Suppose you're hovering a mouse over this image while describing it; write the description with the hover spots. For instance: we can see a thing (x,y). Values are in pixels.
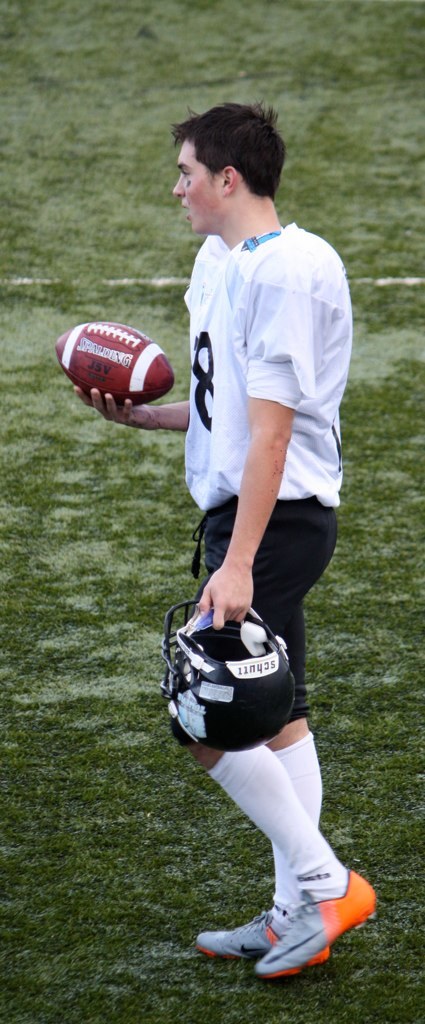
In this picture there is a man (268,563) who is holding a helmet (235,643) in one hand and rugby ball (111,375) in another hand (125,406). There is some grass (36,708) on the ground (104,843).
